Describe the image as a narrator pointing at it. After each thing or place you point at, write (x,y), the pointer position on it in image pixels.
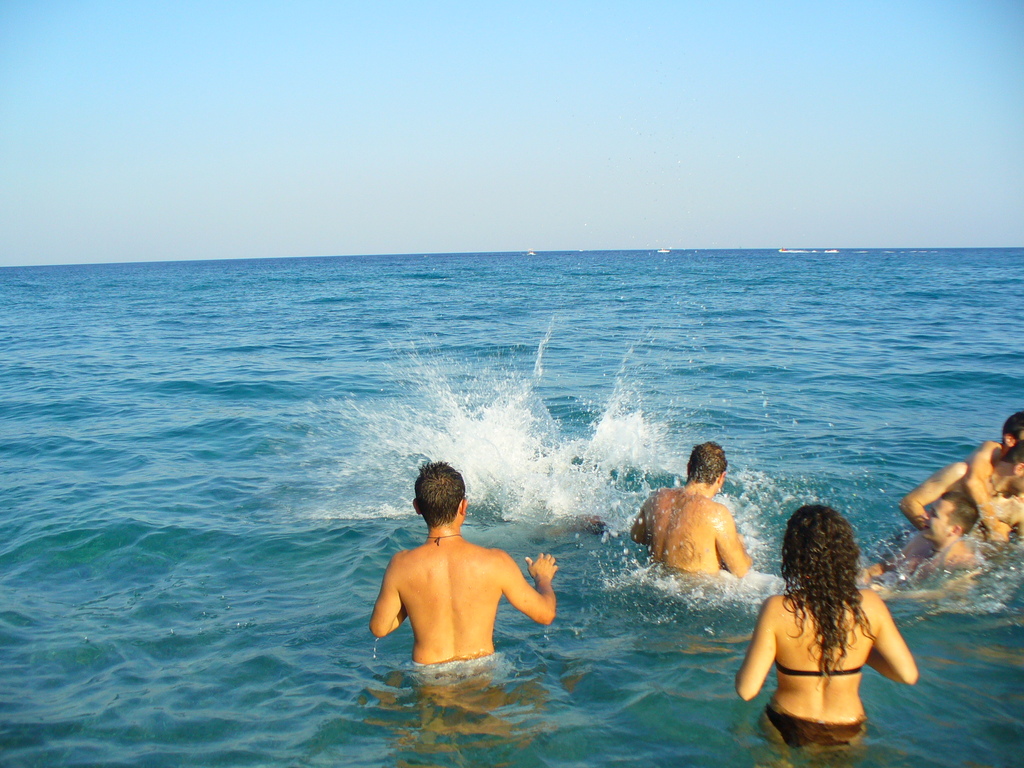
In this picture there is a group of men (691,541) and women (763,618) playing and enjoying in the seawater (727,721). Behind there is a sea water (438,318) and above a clear blue sky (254,214).
